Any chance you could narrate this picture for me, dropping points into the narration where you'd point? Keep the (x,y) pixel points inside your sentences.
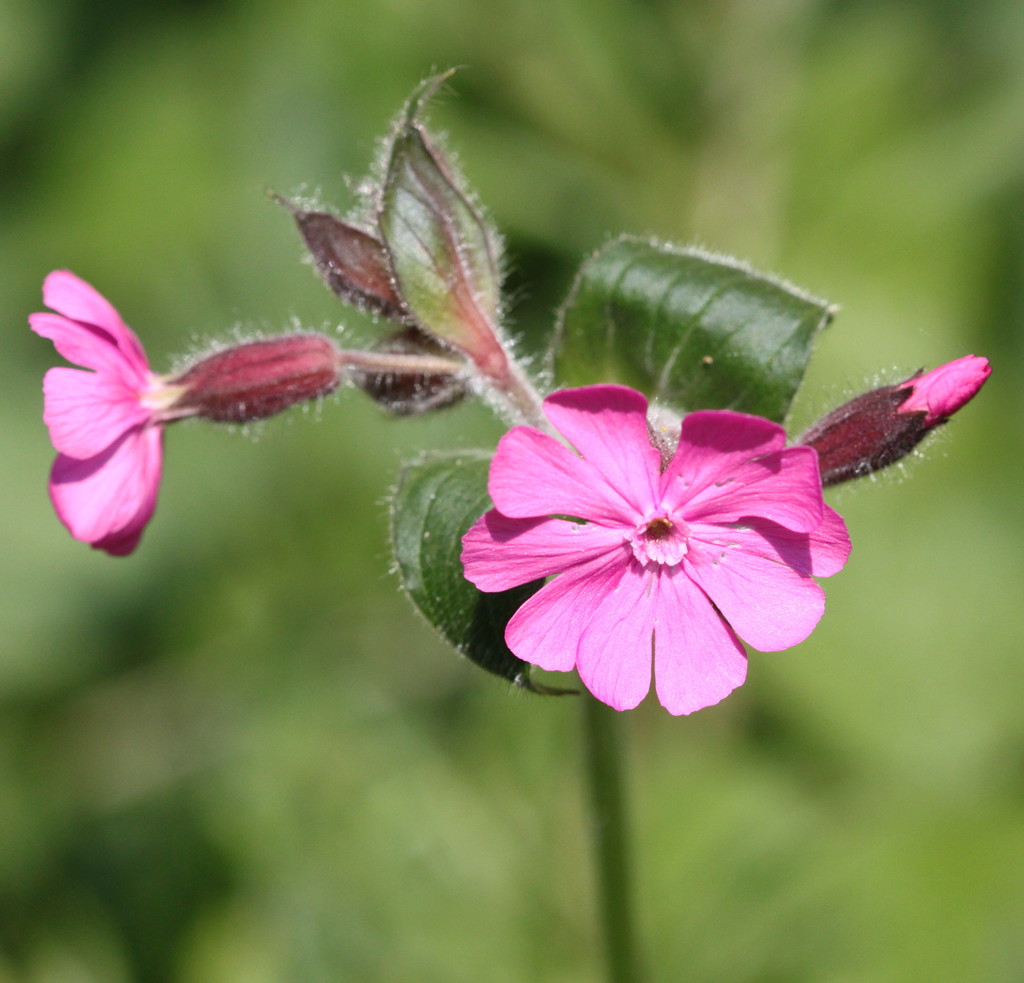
This image consists of a flowers (141,477) in pink color along with green leaves (610,328). The background (526,813) is blurred.
